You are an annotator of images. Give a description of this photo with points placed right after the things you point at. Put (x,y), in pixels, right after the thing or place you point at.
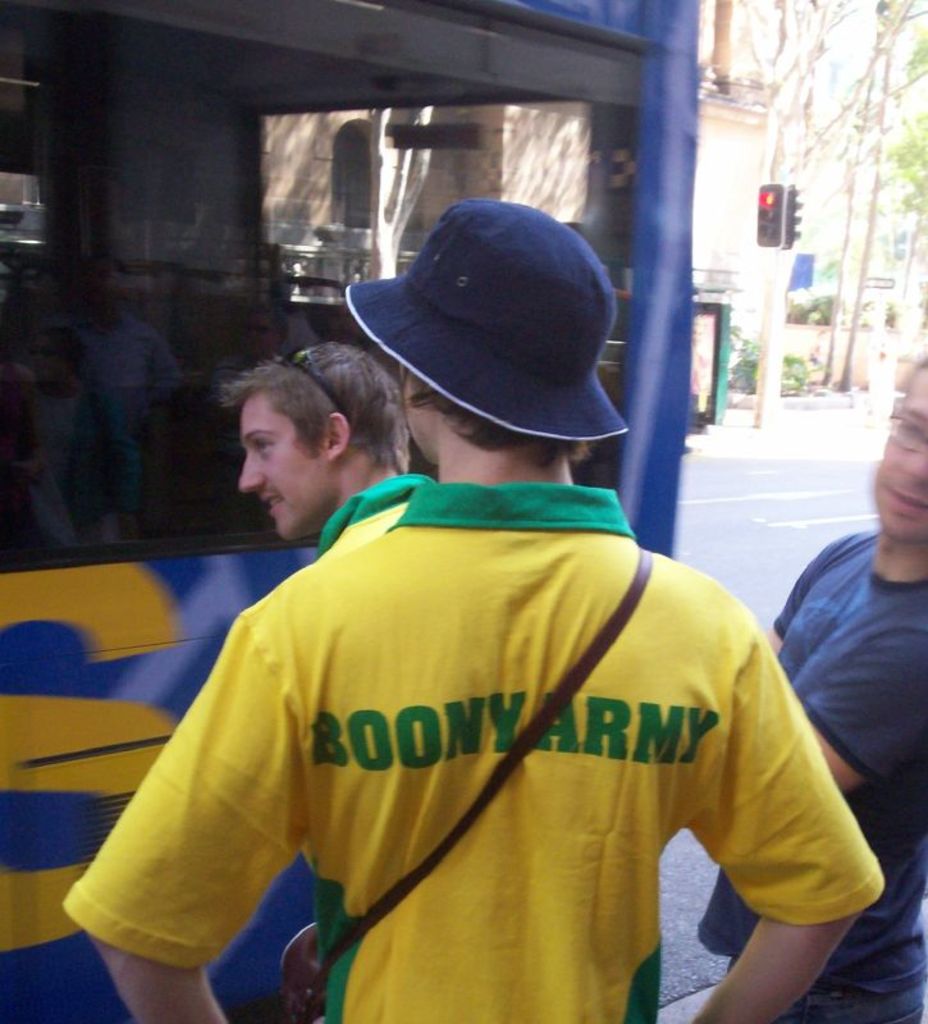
In this image in the foreground (394,517) there are three people (465,618) standing, and one person (650,621) is wearing a hat (482,345). And in the background (163,359) there is a bus (222,77), boards (713,406), traffic signals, trees (826,134) and buildings (743,288). And at the bottom of the image (684,892) there is road (725,477).
